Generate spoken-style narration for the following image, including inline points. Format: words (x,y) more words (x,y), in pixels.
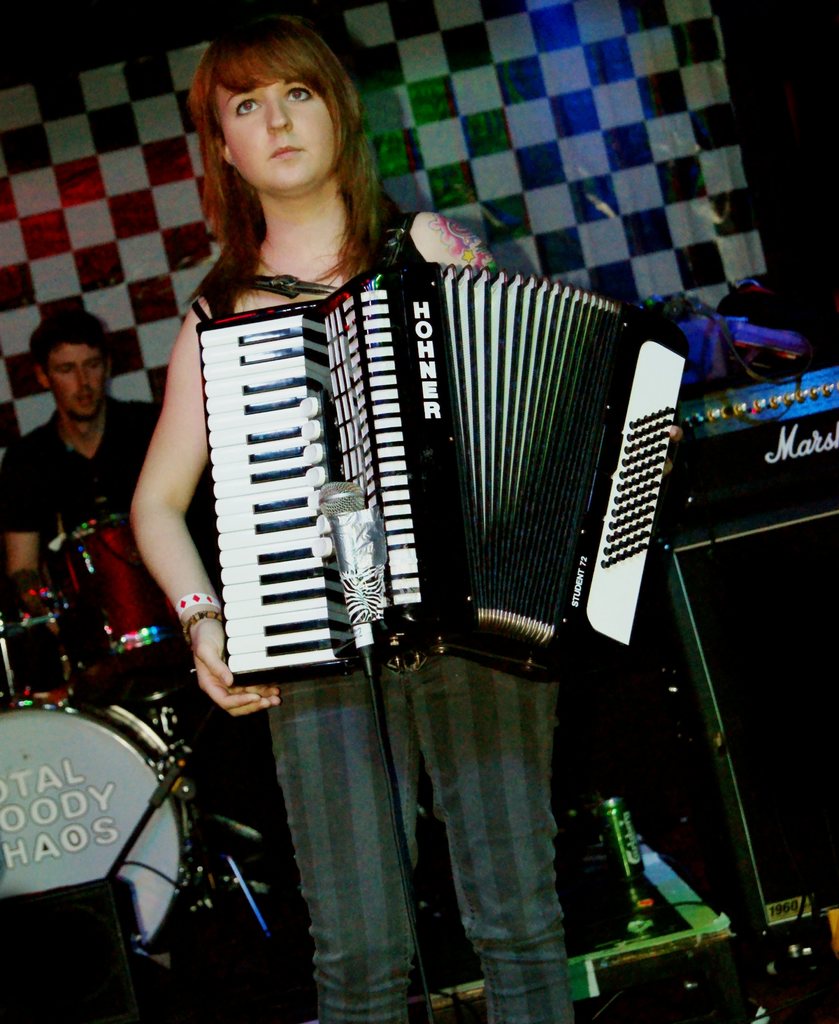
In the image there is a woman (289,816) playing piano accordion (481,489) and behind there is a man (68,469) playing drums (110,719), on the right side (694,489) there is an amplifier (798,410), in the background (574,147) there is curtain (601,103) on the wall (15,67).
